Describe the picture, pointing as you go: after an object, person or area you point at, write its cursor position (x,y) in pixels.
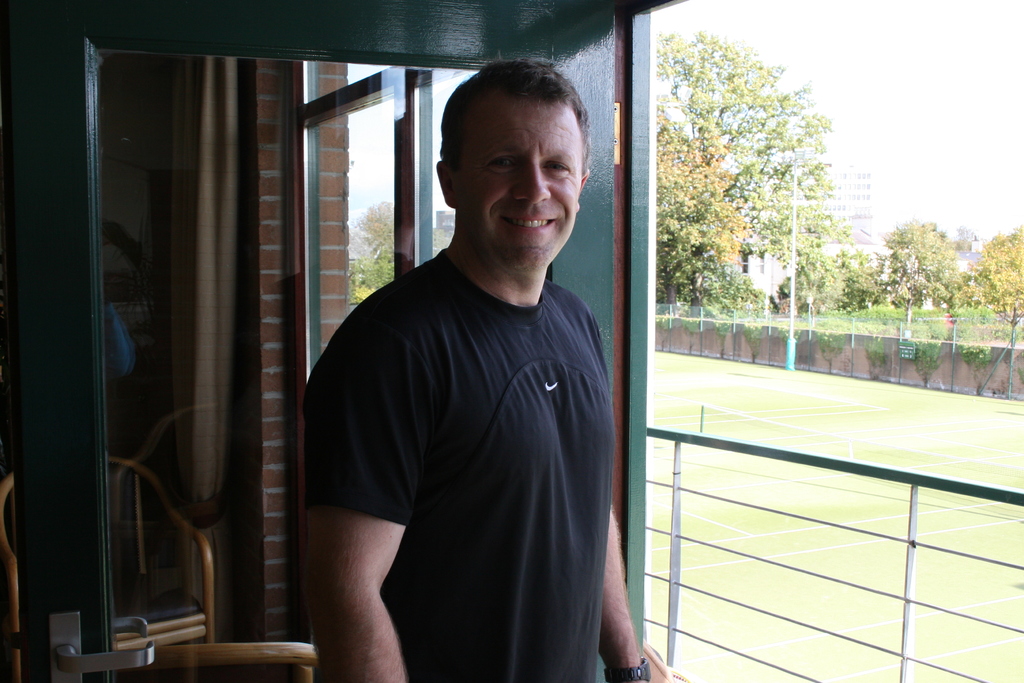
In this image at front (370,574) there is a person (480,422) standing on the floor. Behind him there is a glass door (187,416) and we can see curtains (210,487) and chair (210,591) through the glass door (285,176). At the right side of the image (832,580) there is a metal fence (677,544) and we can see a tennis court (859,399). At the background (904,264) there are buildings (852,223) and trees (803,208).
